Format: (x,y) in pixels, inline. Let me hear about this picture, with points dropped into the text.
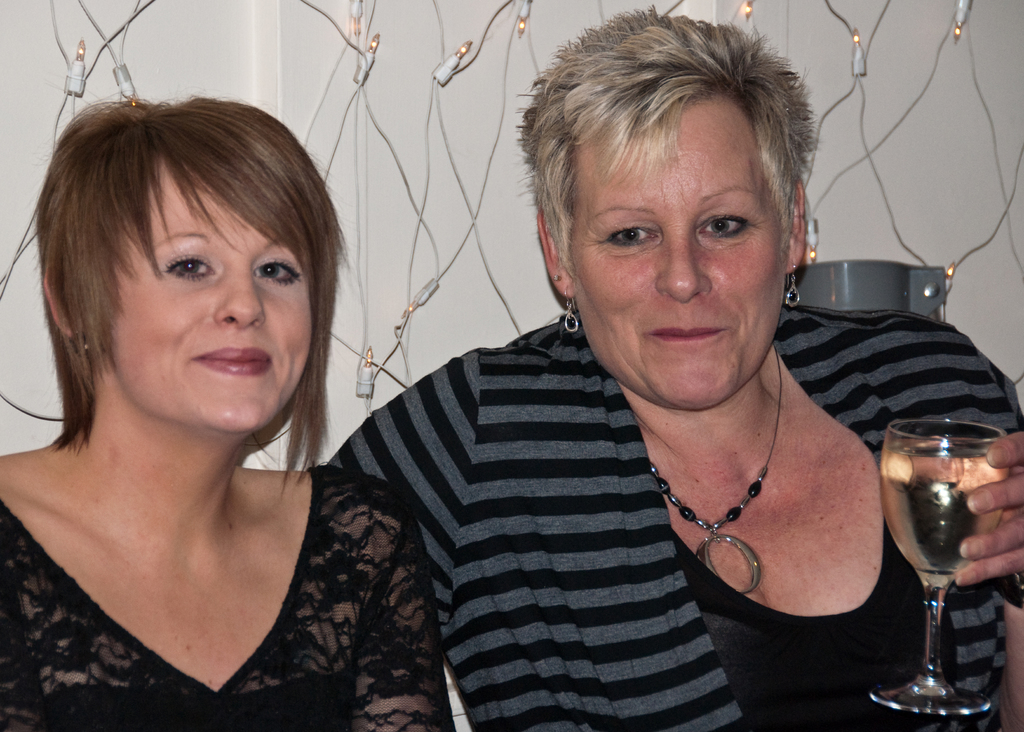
In this image two women (124,660) are there. Right side woman (784,461) is holding a glass (959,698) which has a drink (915,525) in it. Background (28,8) there is a wall (7,196) hanged with small lights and wires (407,357).
